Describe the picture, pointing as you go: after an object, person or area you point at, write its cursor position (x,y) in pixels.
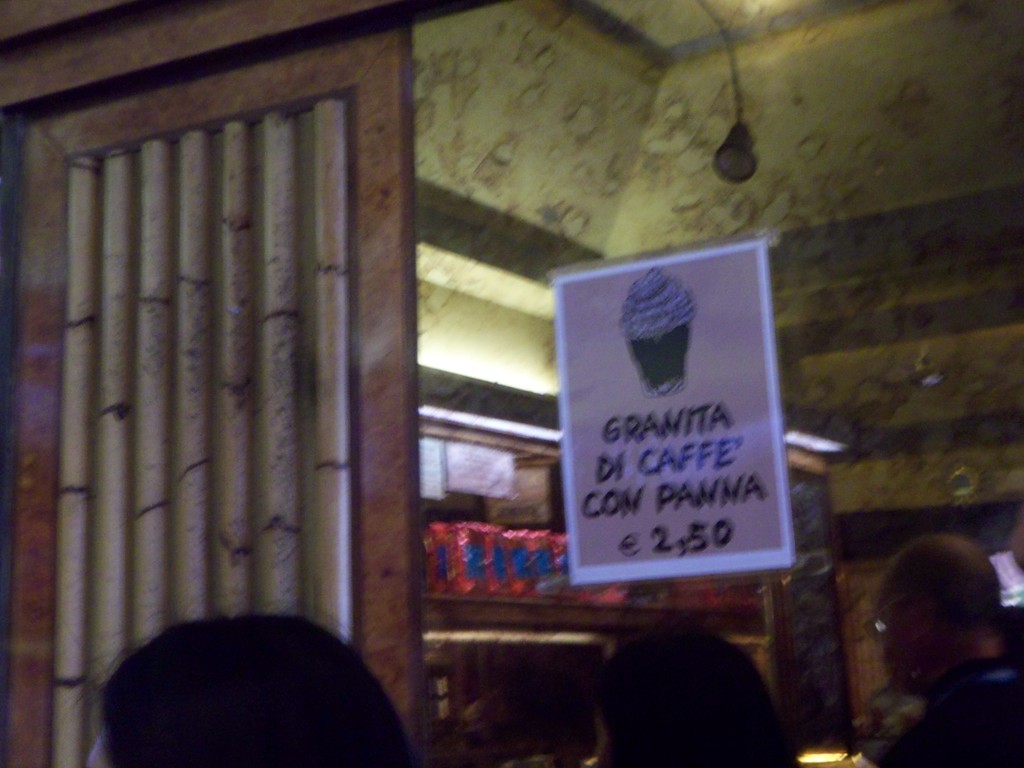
In this image I can see a poster (665,427) attached to the transparent glass (513,350). There are few persons (889,627), there are walls (868,312) and there are some other objects (278,252).
